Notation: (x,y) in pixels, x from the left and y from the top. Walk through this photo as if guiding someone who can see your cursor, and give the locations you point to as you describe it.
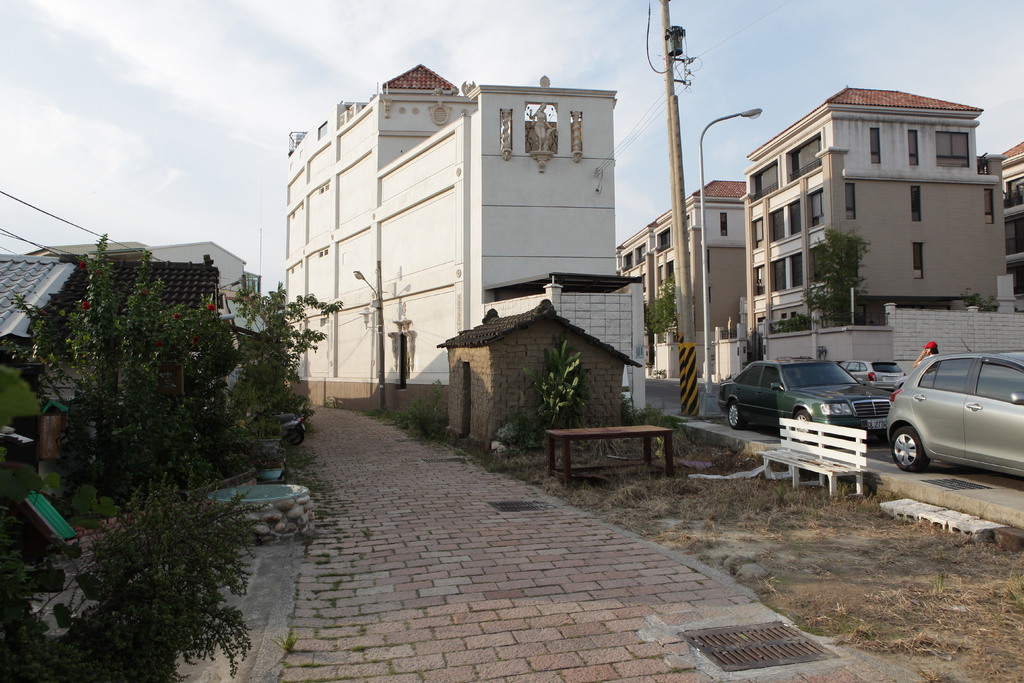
In this picture we have several buildings (782,351) and several vehicles (890,440) parked beside of the road (893,471).
